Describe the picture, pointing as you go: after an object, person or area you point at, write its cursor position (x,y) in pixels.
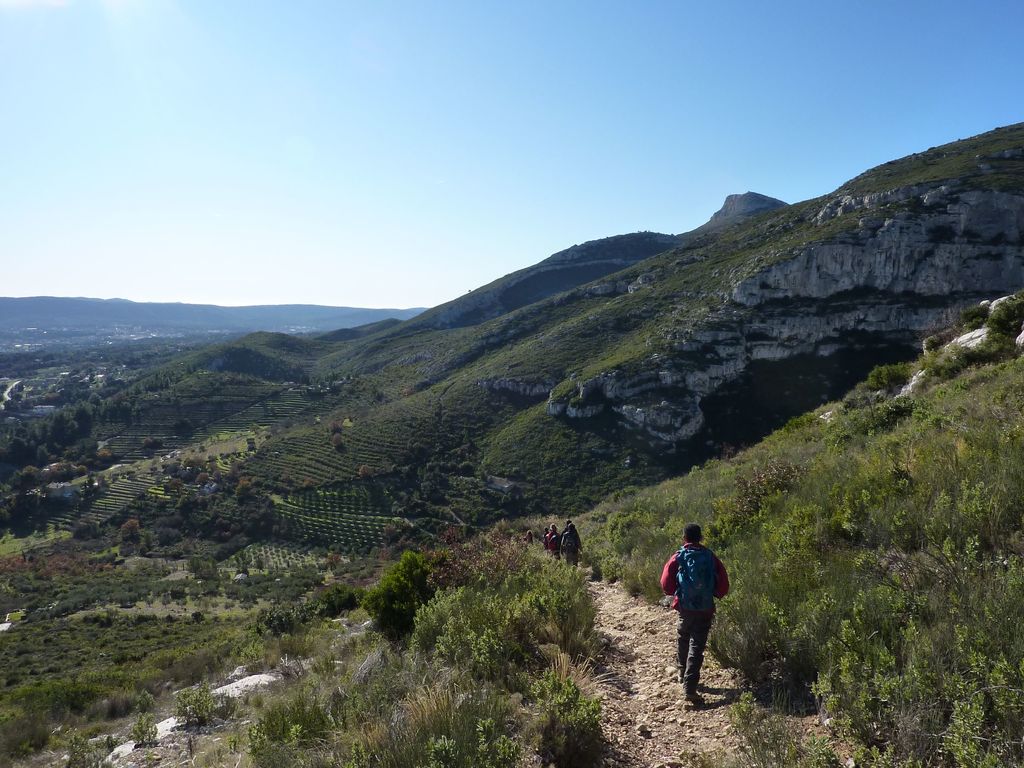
There are some people (671,589) walking on an uneven road (658,603) and there are small plants (792,562) and greenery (389,527) in front of them.
